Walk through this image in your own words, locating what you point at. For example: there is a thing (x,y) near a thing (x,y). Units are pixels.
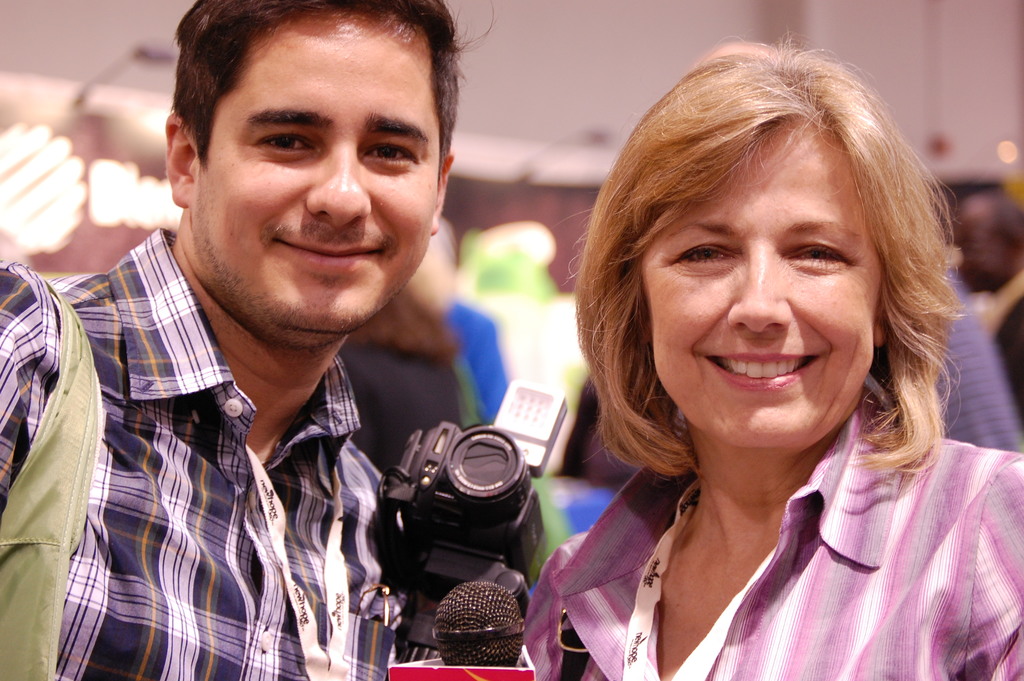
Here we can see a man (145,640) and a woman (725,294) posing to a camera (460,437) and they are smiling. Here we can see a camera (464,537), mike (493,651), and few persons (435,283). There is a blur background (477,21).
